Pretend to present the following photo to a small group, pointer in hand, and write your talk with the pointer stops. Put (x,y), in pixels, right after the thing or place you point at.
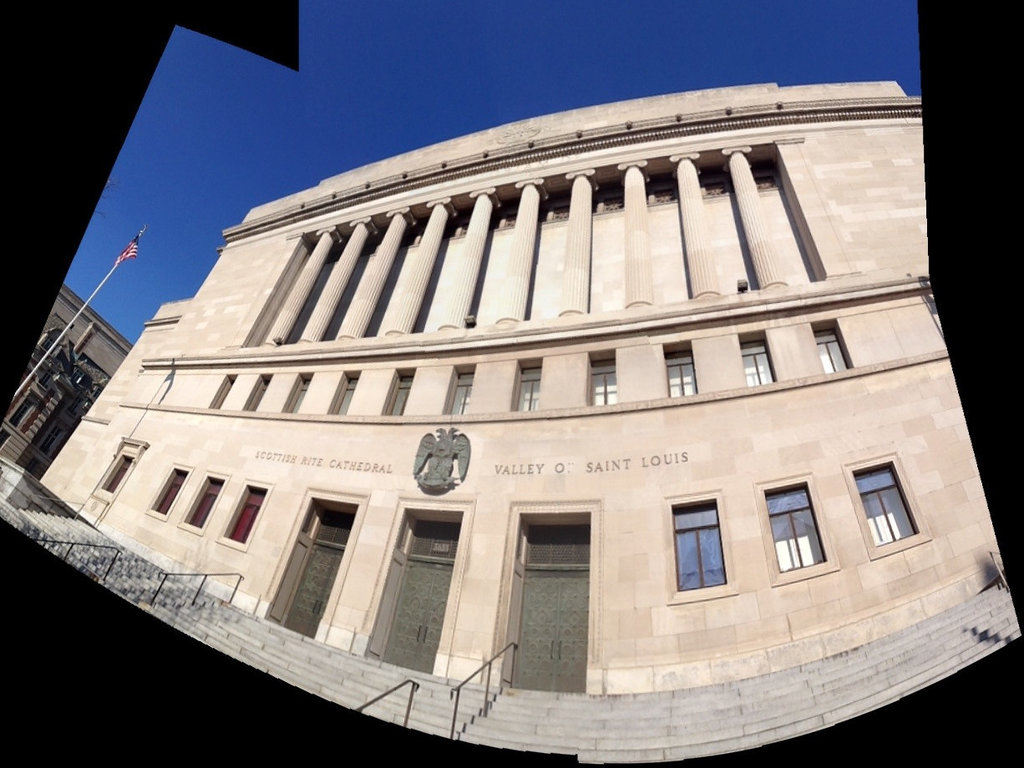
In this image, we can see some buildings (416,411) and stairs (266,649). We can also see some text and an object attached to one of the buildings (454,497). We can see the railing (489,683), a flag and the sky (162,223). We can also see the dark background (75,57).
